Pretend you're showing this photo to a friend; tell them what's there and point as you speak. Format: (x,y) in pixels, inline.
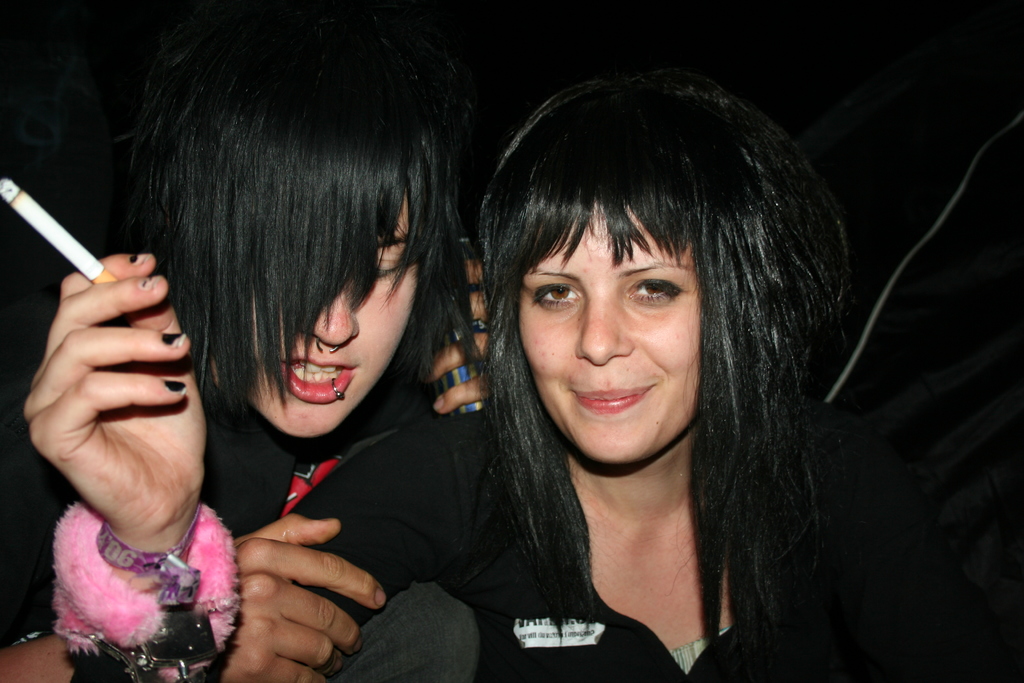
There are two ladies (334,413). Lady (436,184) on the left (100,605) is wearing wrist bands (127,600) and holding a cigarette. Other lady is holding something in the back (464,366). In the background (828,126) it is dark.
